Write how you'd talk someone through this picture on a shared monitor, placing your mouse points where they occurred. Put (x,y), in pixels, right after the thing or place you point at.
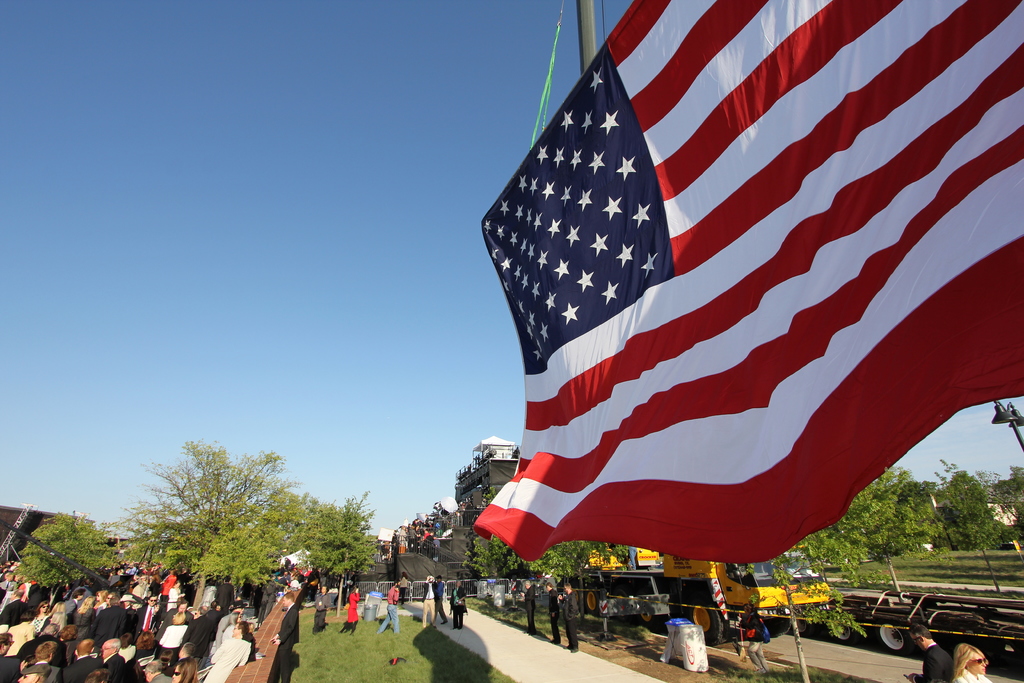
At the bottom (544,577) I can see a crowd (164,661) and vehicles (647,612) on the ground (490,616). In the background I can see trees (328,514), buildings (476,508) and a flag (577,491). At the top (171,219) I can see the sky (338,223). This image is taken during a day.
